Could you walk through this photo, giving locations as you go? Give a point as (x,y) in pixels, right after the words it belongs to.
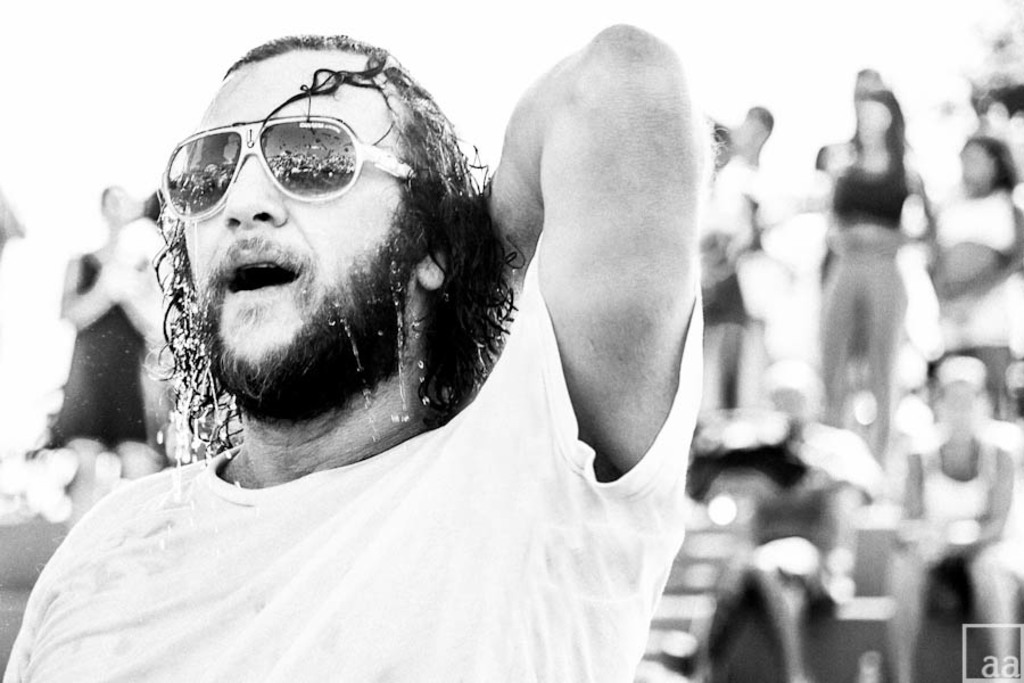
In this picture there is a person (423,586) on the left (279,59) and he wore a spec (346,136) and on the right side (799,405) there are some people (835,313).
